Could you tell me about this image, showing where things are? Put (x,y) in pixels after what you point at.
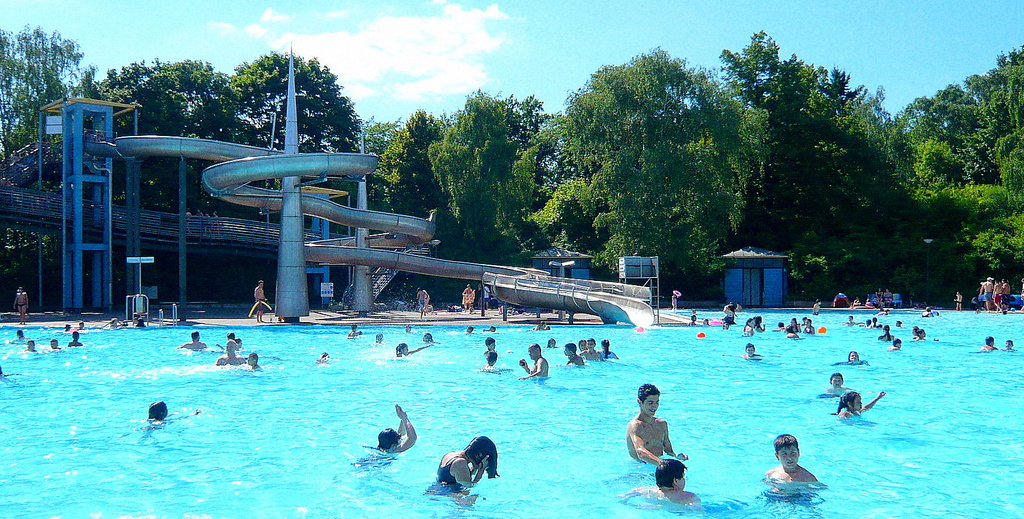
In the image there is a pool (810,415) with many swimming in it, on the left side (278,217) there is a water slide (417,260) followed by trees (425,131) in the background (672,210) all over the image and above its sky (537,41) with cloud (373,40).
